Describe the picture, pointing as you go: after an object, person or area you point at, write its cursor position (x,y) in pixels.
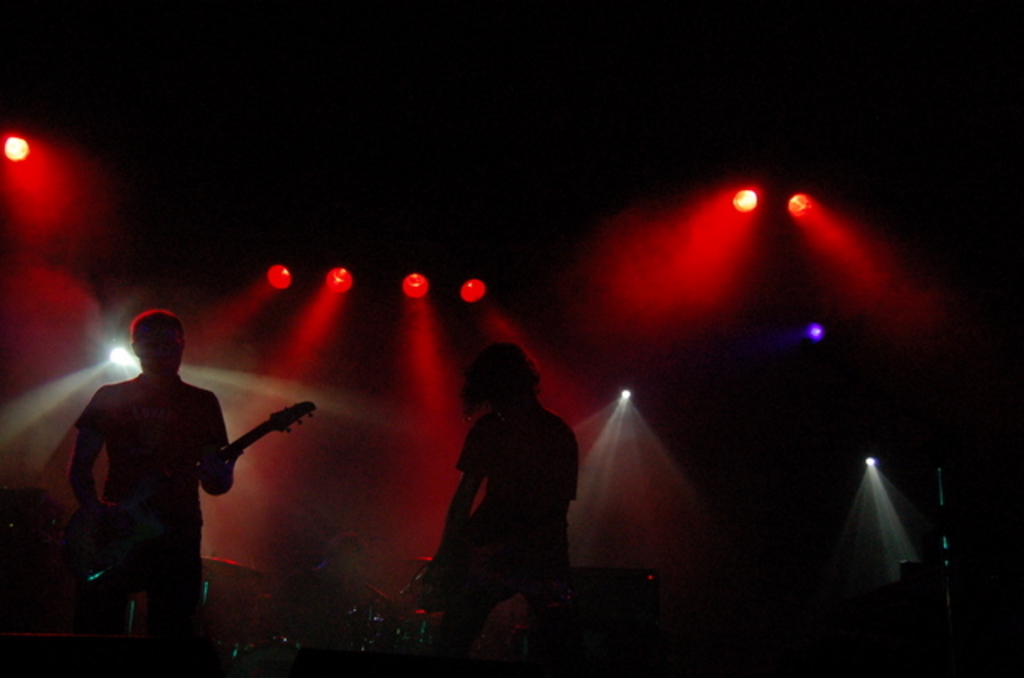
In this image we can see two persons (190,472) playing musical instruments (79,556) and there are few lights (336,288) to the ceiling (361,231).
